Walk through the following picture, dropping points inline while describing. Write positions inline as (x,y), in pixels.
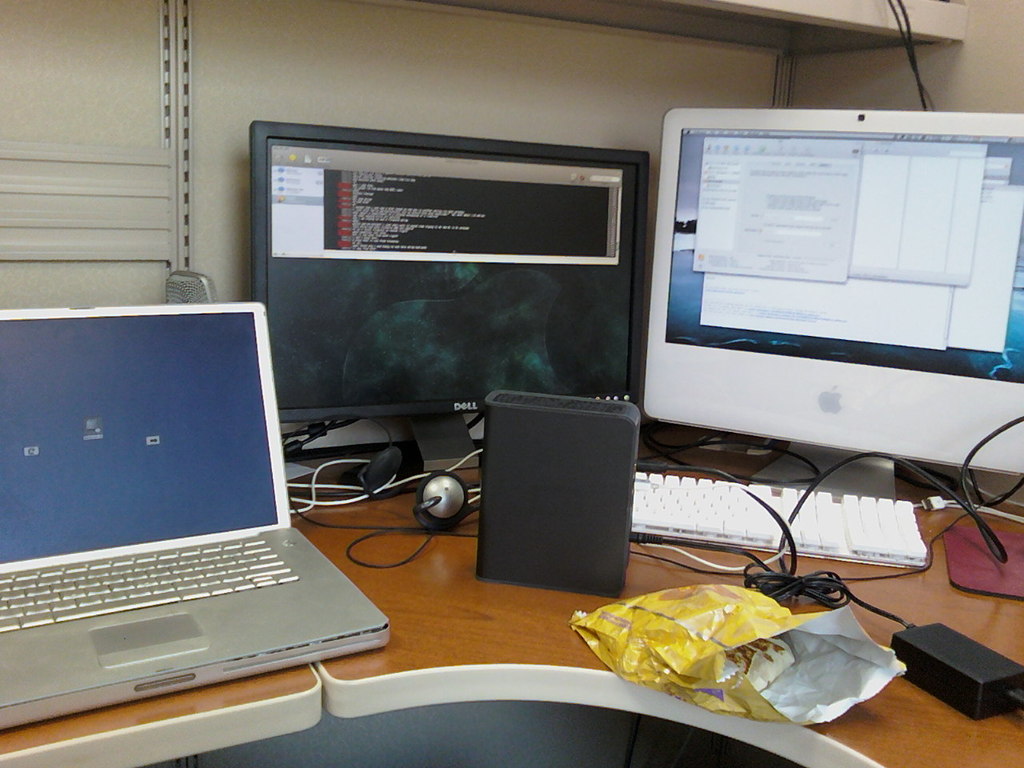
In this image on the left side (94,457), there is a laptop (102,410). In the middle (400,287) there is a monitor (396,313) which is black in color. There is a headphone (424,488) and a speaker (565,508) on the table (460,585). To the right (782,347), there is a white computer (843,418) and a white Keyboard (811,519) on the table (902,724). There is a cover (657,618) on the table (543,626).
